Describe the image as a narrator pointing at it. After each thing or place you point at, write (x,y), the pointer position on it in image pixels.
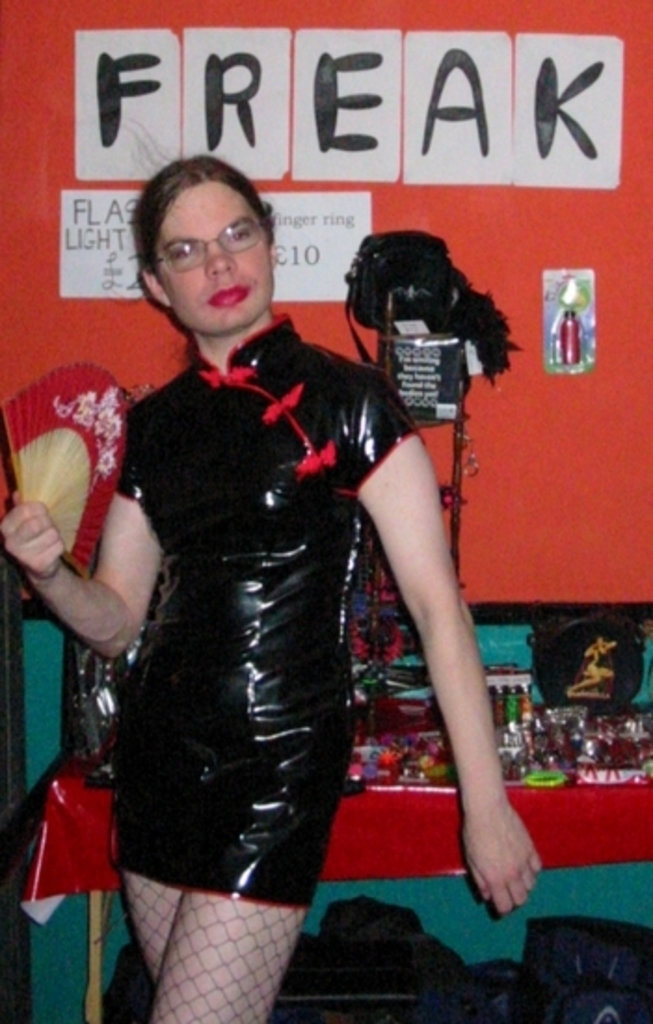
In this picture there is a lady (243,369) who is standing on the left side of the image (159,571) and there is a table (93,891) behind her and there are posters (310,129) at the top side of the image (279,166).
